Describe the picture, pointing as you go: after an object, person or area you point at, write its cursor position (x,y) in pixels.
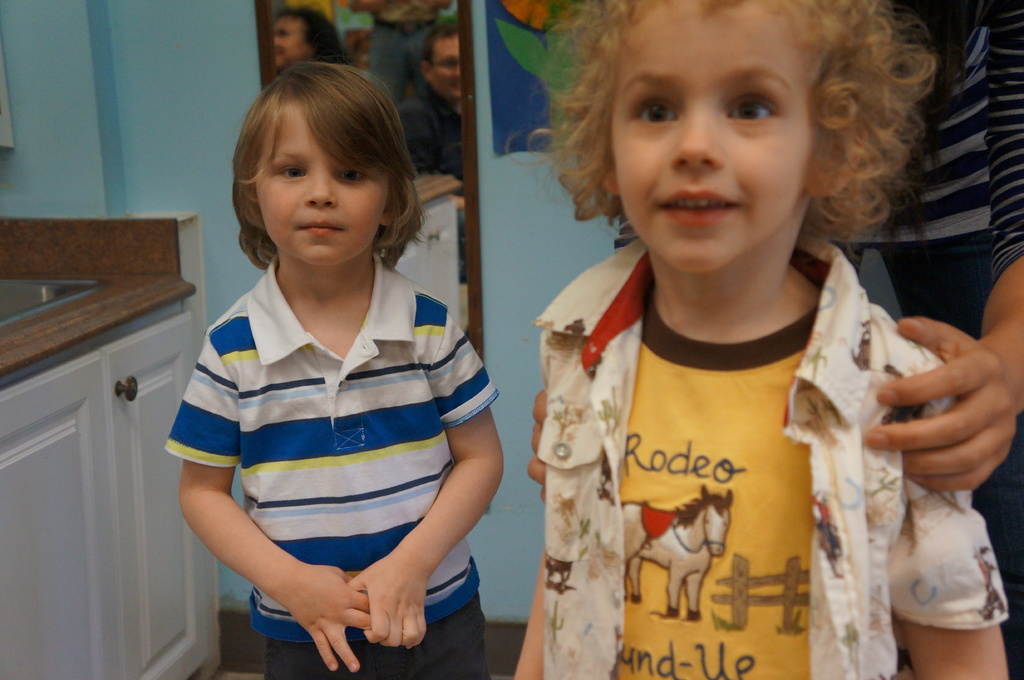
This picture seems to be clicked inside the room (20,154). In the foreground (695,374) we can see the two kids (367,378) wearing t-shirts (374,414) and standing on the ground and we can see the text (708,458) and the depiction (701,542) of an animal (674,569) and depictions (743,603) of some objects (768,603) on the t-shirt (805,475). On the right (967,63) we can see a person (964,85) wearing t-shirt (984,178) and standing on the ground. In the background (520,195) we can see the wall (502,188) and a mirror like object (468,41) containing the reflections (444,45) of the people (427,80) and the reflections (447,211) of some objects (435,232) and there is an object (522,69) hanging on the wall (544,188). On the left (120,381) we can see the cabinet (111,384) and some objects (4,133).
